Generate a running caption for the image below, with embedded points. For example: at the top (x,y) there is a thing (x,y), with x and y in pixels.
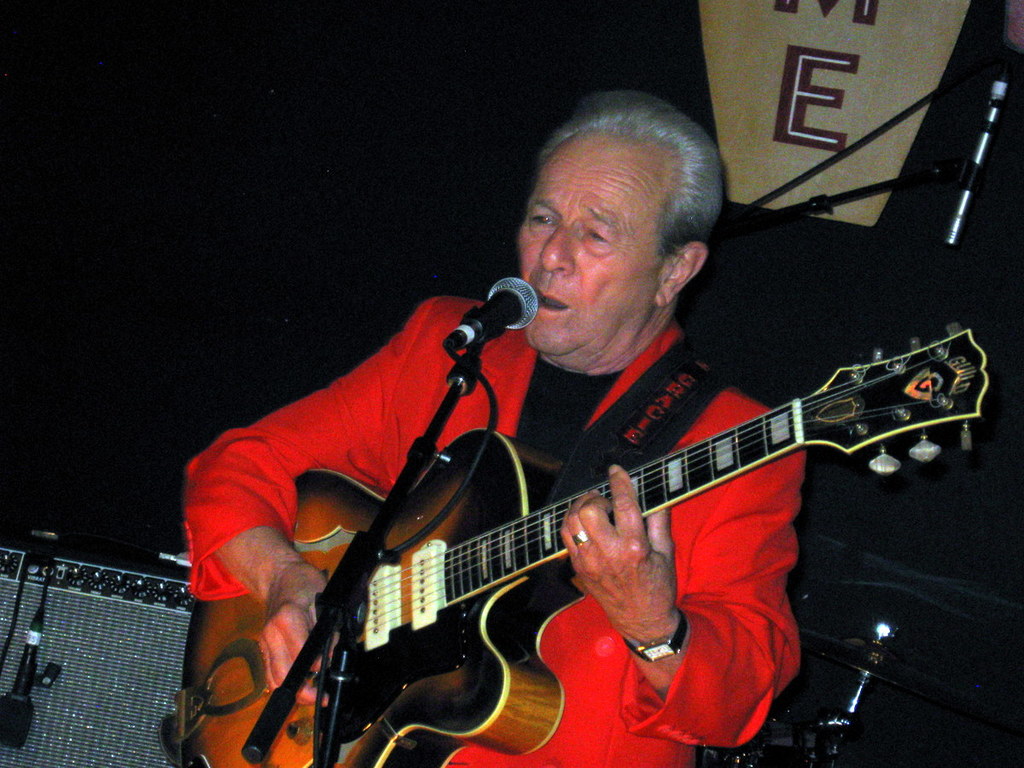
As we can see in a picture that a man (541,412) who is holding a guitar (434,545) and is singing a song. This are the microphones (492,315).
